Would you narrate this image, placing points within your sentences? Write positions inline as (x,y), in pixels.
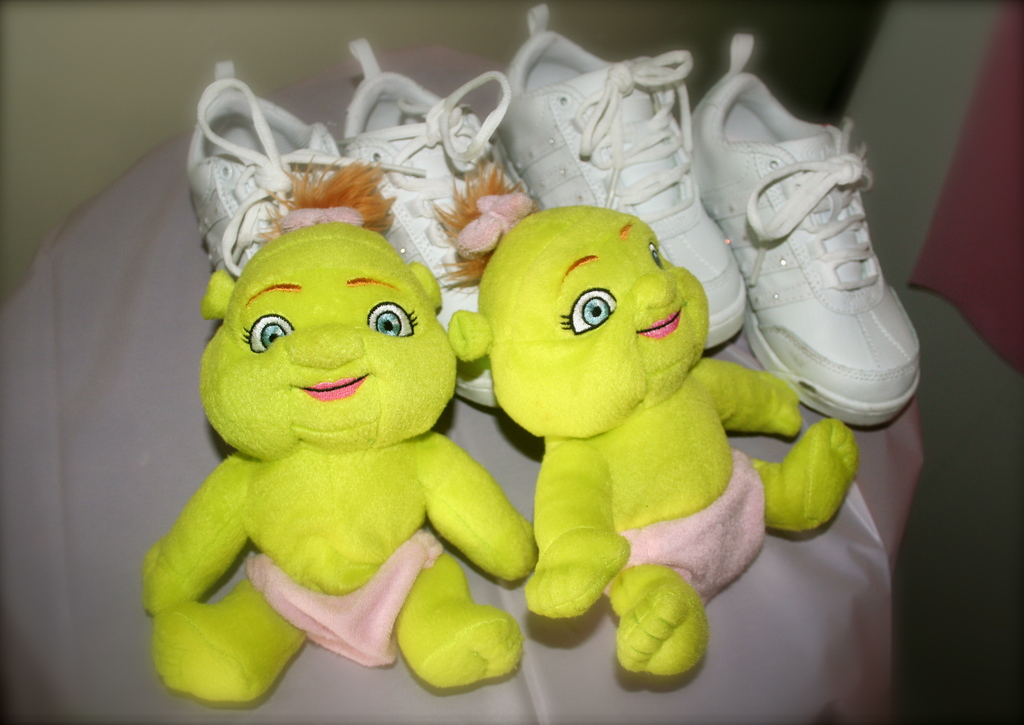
In this image there are two yellow dolls (573,320) behind them there are two pairs of white shoes (829,270) on the cloth (497,482).
